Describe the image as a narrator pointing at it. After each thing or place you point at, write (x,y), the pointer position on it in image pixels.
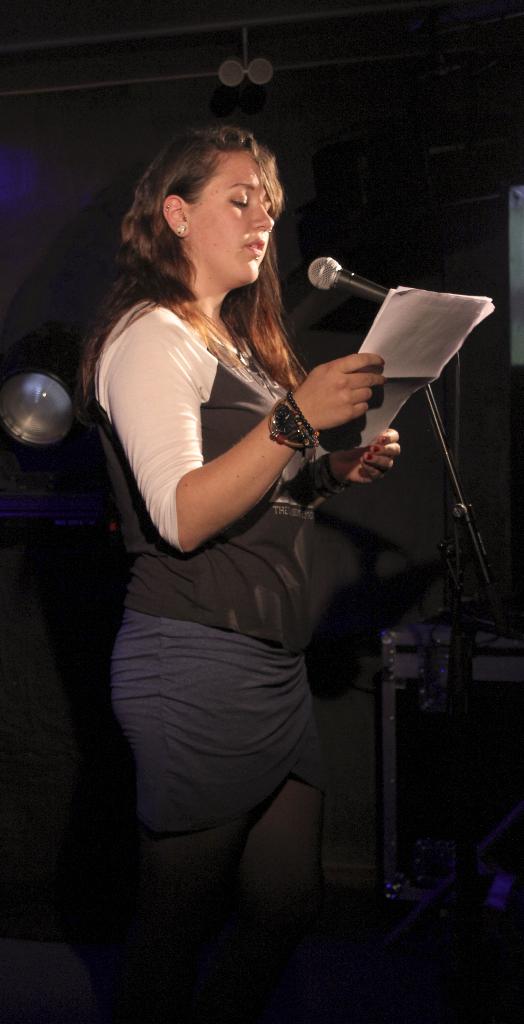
Background (237,74) portion of the picture is dark and we can see a light (37,399) and the objects (332,65). In this picture we can see a woman (175,650) standing, she is holding papers (404,348). We can see a microphone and a stand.
